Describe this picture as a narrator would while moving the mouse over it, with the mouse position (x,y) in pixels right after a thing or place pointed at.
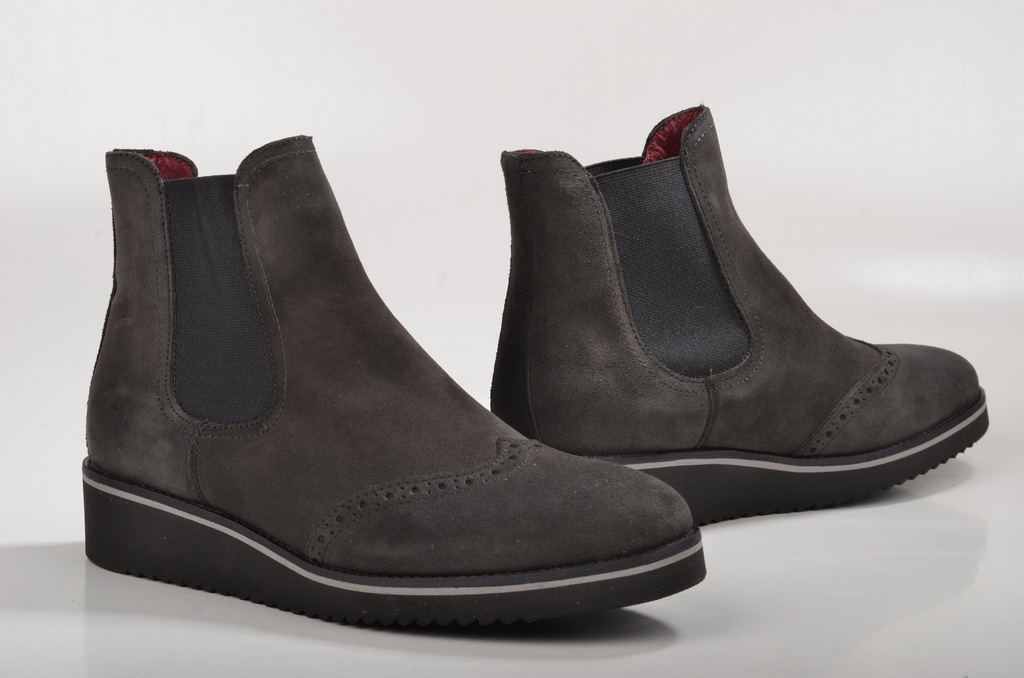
In this image, we can see boots (496,396) on the white surface (24,580).
